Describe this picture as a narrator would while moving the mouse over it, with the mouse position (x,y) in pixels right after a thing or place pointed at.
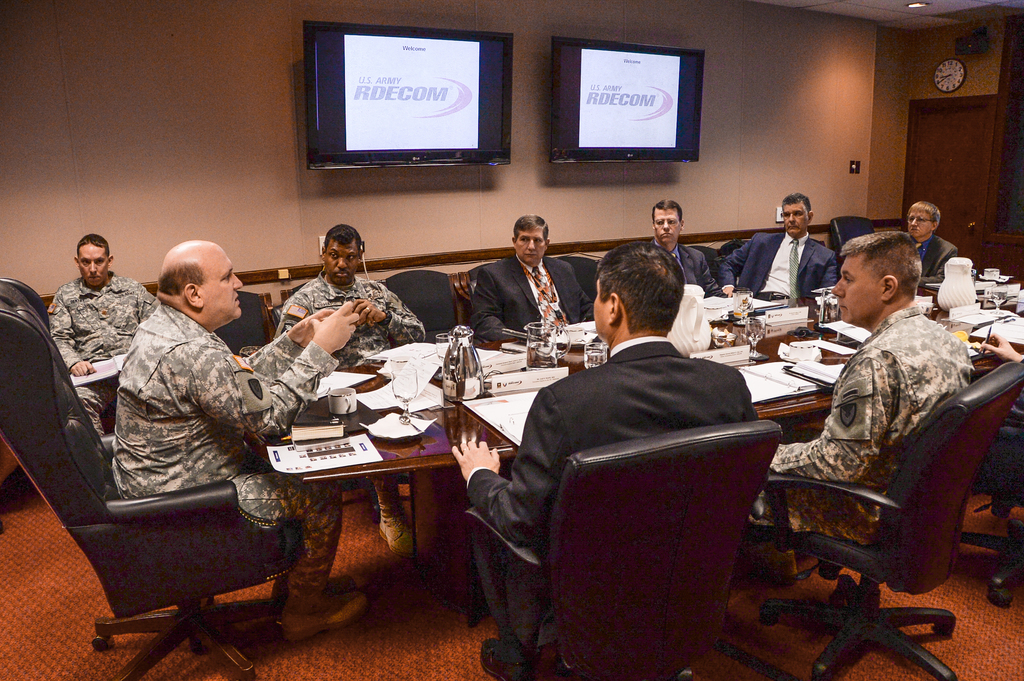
There are people (662,263) sitting on chairs (101,477) and we can see glasses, jugs (680,321), cup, papers (421,369) and objects (510,358) on the table (428,412). We can see televisions (685,120) and clock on the wall (725,94) and we can see door (984,161).
